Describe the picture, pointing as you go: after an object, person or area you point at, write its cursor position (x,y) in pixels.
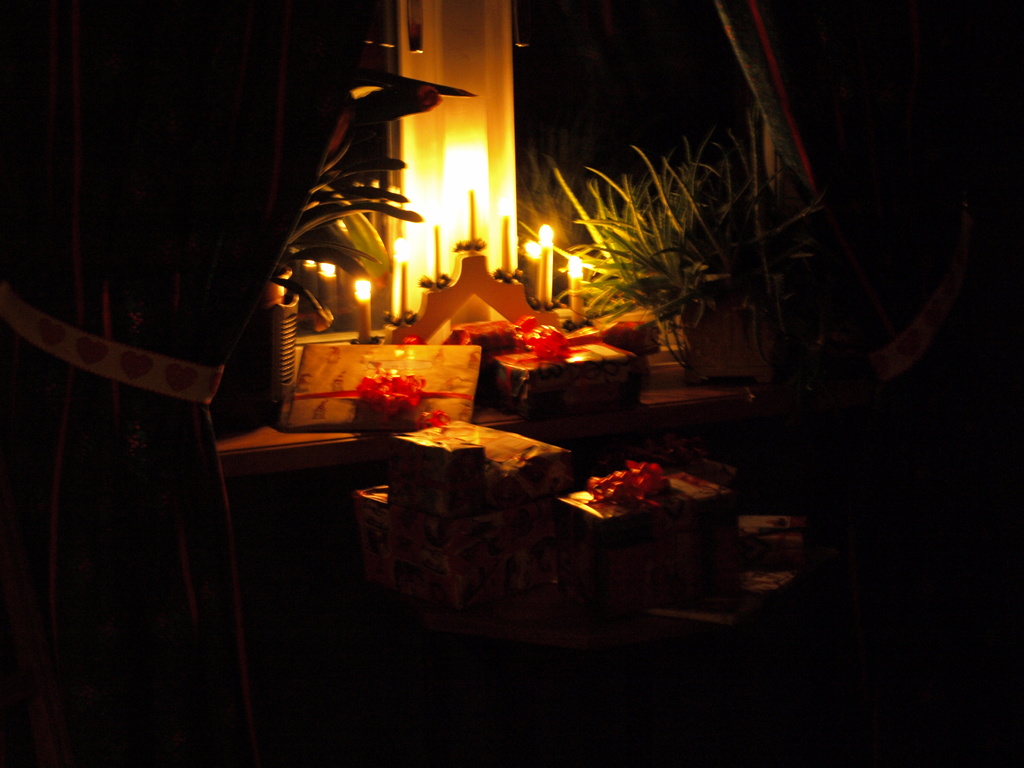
In the foreground of this picture (190,27) we can see the curtains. In the center (355,362) we can see there are many number of gift packs (597,394) and we can see a potted plant (712,253) and the candle stand (544,319) and we can see the burning candles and some other objects (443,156).
